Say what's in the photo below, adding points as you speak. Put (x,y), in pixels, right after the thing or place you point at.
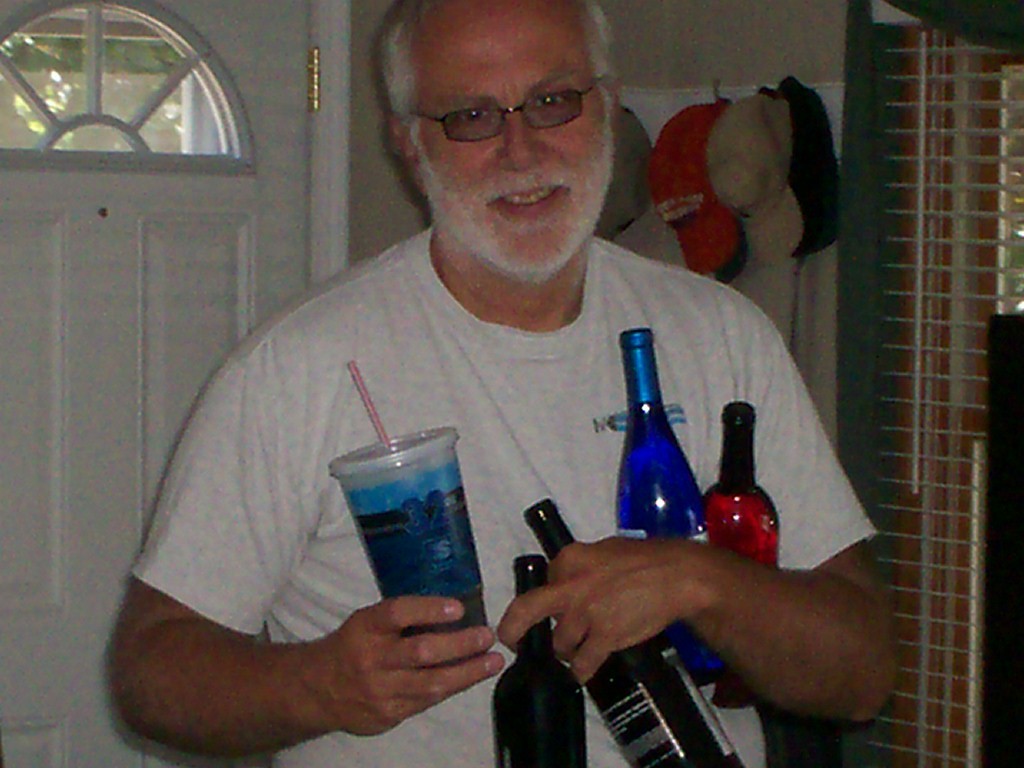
On the background (143,151) we can see a door (165,204) and caps (766,168). Here we can see one man (464,244) wearing spectacles (470,137) wearing white shirt (544,407) and he is holding tumbler glass (445,527) and bottles (557,700) in his hands (603,655).
